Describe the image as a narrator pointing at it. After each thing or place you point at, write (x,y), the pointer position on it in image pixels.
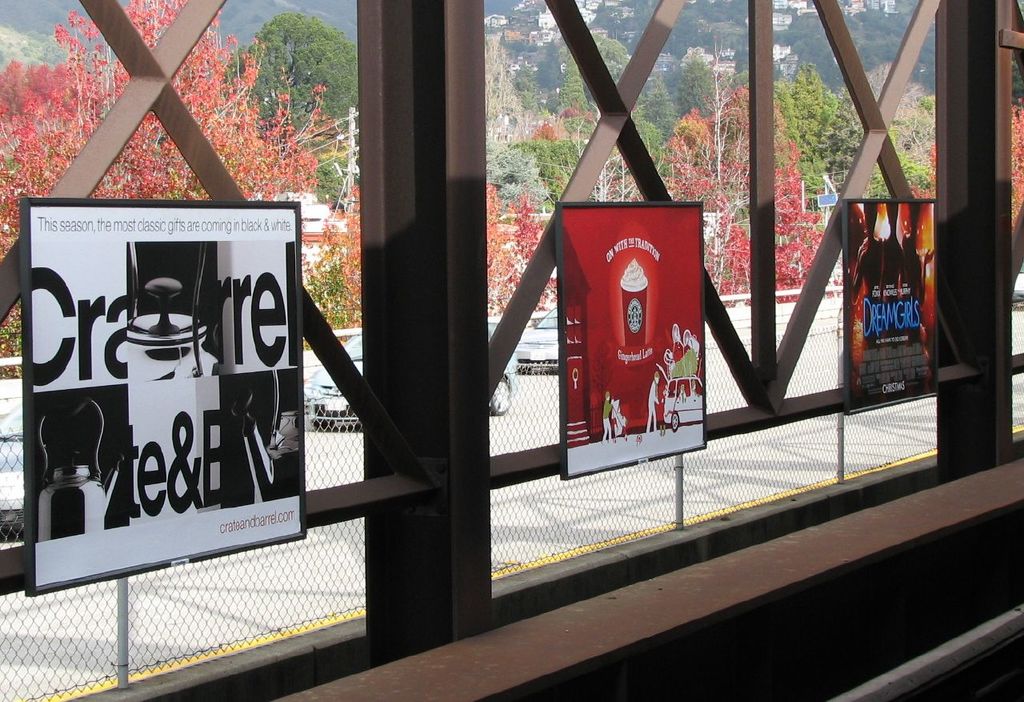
In this image I can see boards (240,433), fence (536,505), metal rods (421,521), trees (293,134), mountains (580,98) and houses (512,65). This image is taken may be during a sunny day.
